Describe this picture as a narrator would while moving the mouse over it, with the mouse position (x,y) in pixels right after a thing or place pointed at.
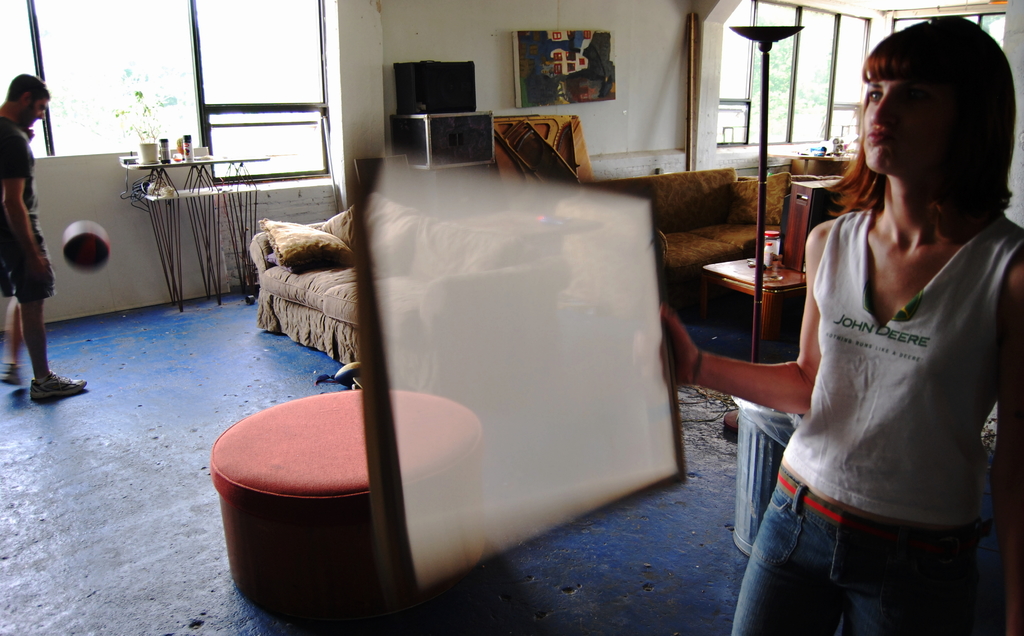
a person (861,382) at the right (866,410) is holding a object (621,325) in her hand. behind her there are sofas (690,237). at the left (20,262) there is a person (24,284) standing, playing with a ball (83,255). at the back (238,208) there is a white wall (373,72) and windows (205,74) at the left (258,56) and right. on the wall (635,127) there is a photo frame (547,56).
